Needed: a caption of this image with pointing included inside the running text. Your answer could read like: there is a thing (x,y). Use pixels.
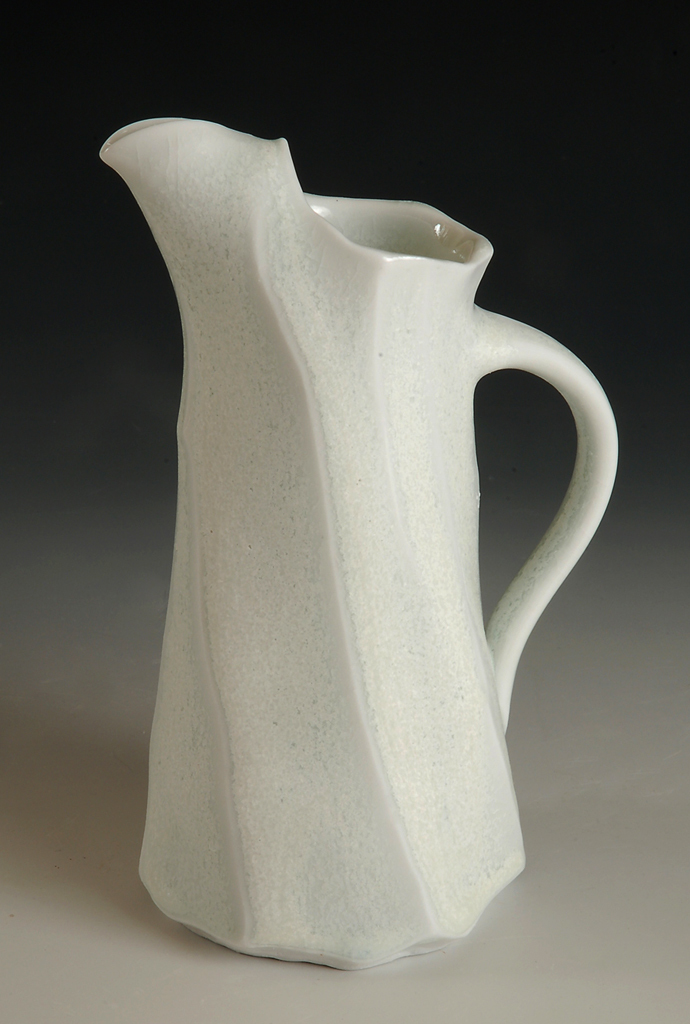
In this image there is a white color porcelain mug (308,632). In the foreground (268,997) there is white color. There is dark background (568,208).
